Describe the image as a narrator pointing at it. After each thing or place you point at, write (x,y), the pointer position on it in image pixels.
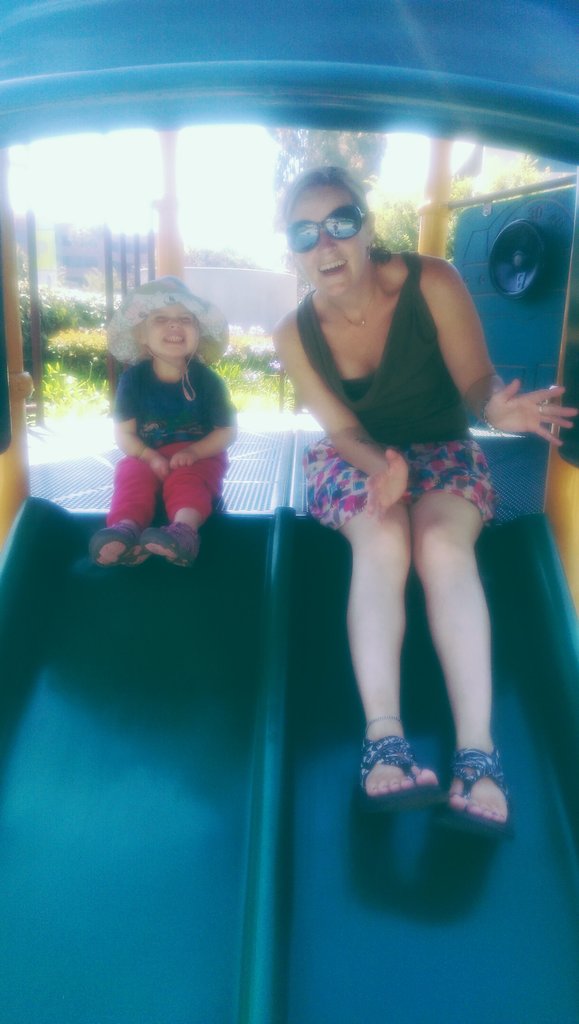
In this picture we can observe a woman (366,313) wearing spectacles (313,234) and green color dress (378,393), sitting on the sliding board (322,824). Beside the woman (399,576) there is a child (171,463) sitting on the sliding board (132,574) wearing a hat (160,304) on her head (191,326). In the background (43,304) there are trees (201,257), building (132,263) and a sky (189,184).
